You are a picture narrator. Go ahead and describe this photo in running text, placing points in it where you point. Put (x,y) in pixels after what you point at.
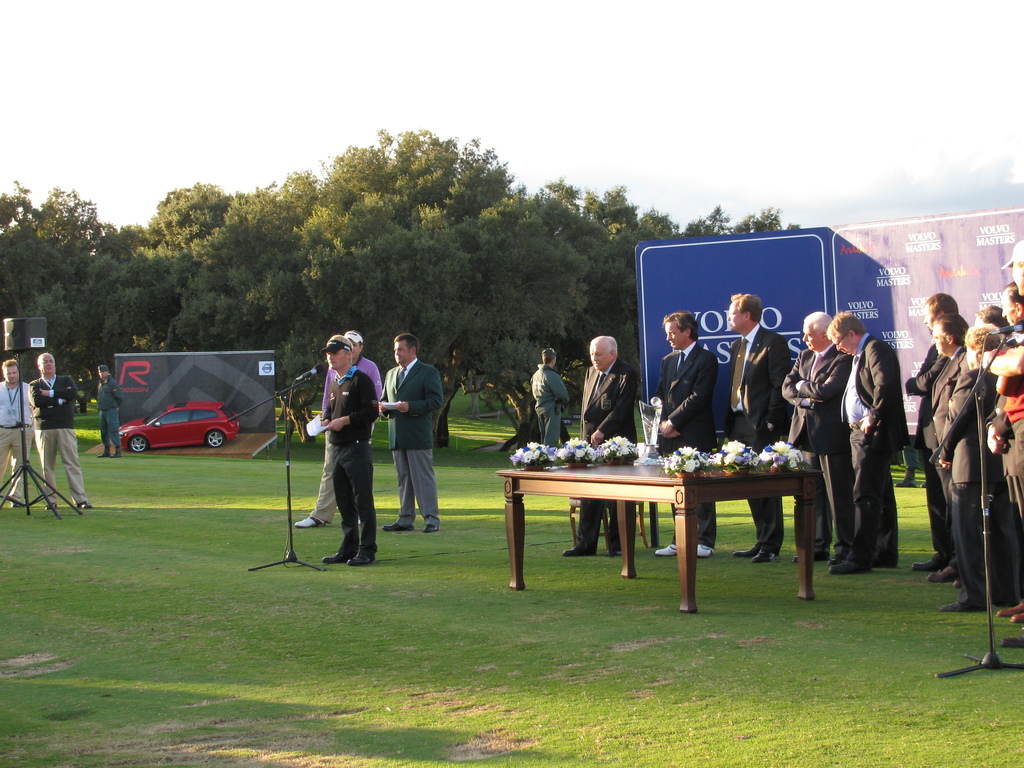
There are group of people (798,368) in the image who are standing. On left side (333,405) there is a man (360,386) who is wearing his hat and holding paper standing in front of a microphone (323,369). In middle (625,469) there is a table (639,471) on table (644,472) we can see flowers (620,449), plants (551,463), flower pot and a glass (659,418) in background (869,315) there are hoardings (719,283), trees (329,268) and sky (346,94) on top (351,57).
